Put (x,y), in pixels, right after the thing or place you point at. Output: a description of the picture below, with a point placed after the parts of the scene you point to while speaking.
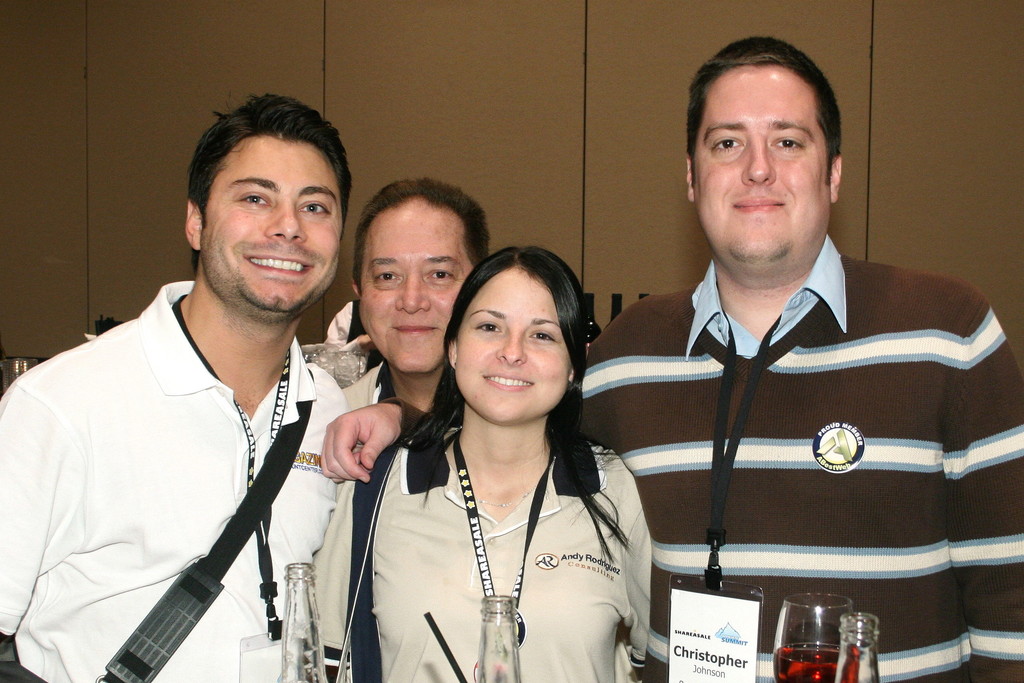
In this image I can see three men (400,387) and a woman (501,452) are standing together and smiling. These people (543,443) are wearing ID cards (718,632). Here I can see bottles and a glass (795,650). In the background (530,162) I can see a wall (450,95).
